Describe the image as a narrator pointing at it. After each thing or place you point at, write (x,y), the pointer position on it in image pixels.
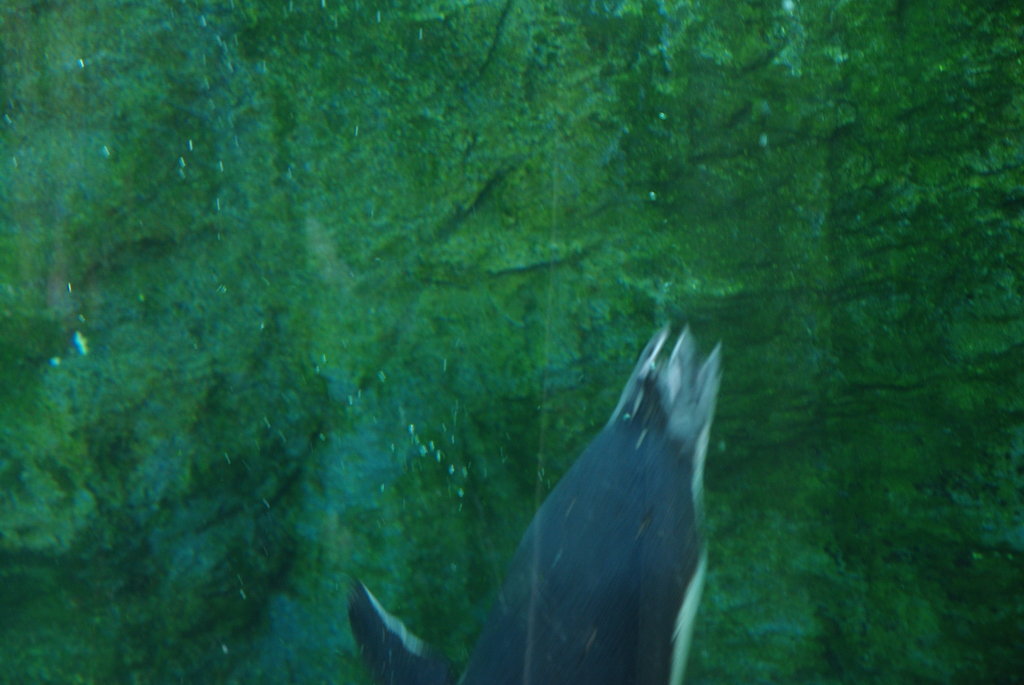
In the image it seems to be a aquatic animal (562,596) in the middle (633,444) and below the floor (382,292) is in green color.
